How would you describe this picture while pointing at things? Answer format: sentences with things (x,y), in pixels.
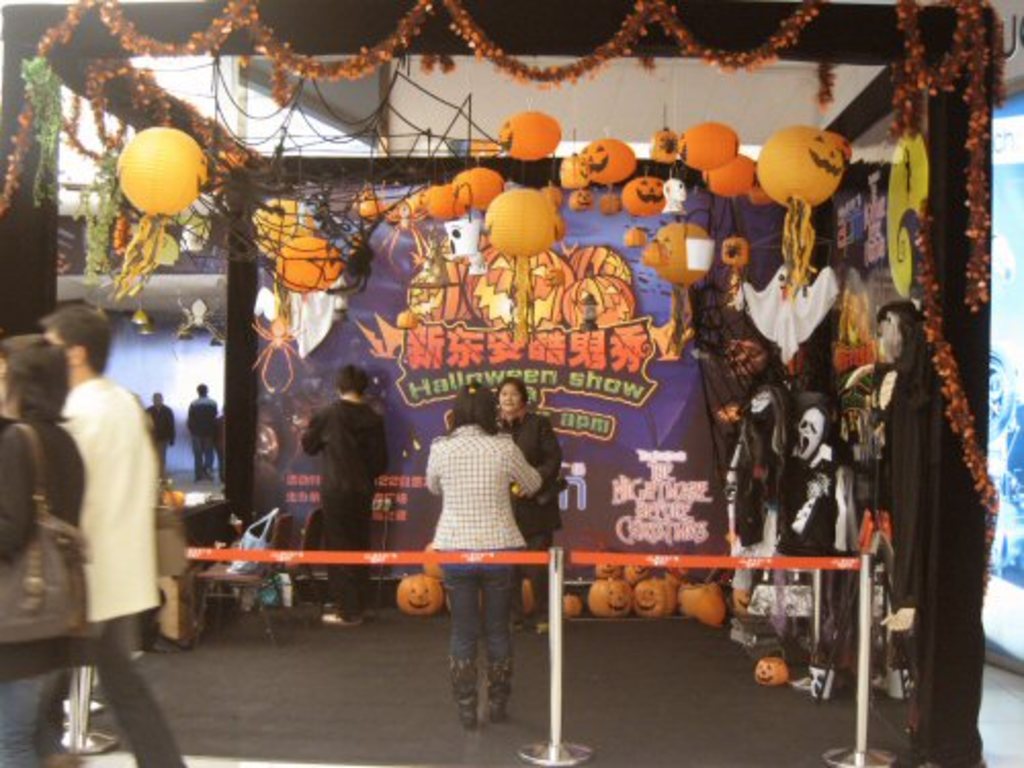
This image is taken indoors. At the bottom of the image (390,701) there is a floor (747,682). In the background (166,354) there is a wall (175,342) and there is a banner (540,359) with a few images (449,281) and there is a text (586,429) on it. There are many decorative items (293,302) and there are many paper lamps (424,192). In the middle of the image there are a few pumpkins (687,592) on the floor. There are many objects (254,568) on the floor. A few people (474,462) are standing on the floor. On the left side of the image (69,464) a man (106,388) and a woman (63,454) are walking on the floor (385,636).
